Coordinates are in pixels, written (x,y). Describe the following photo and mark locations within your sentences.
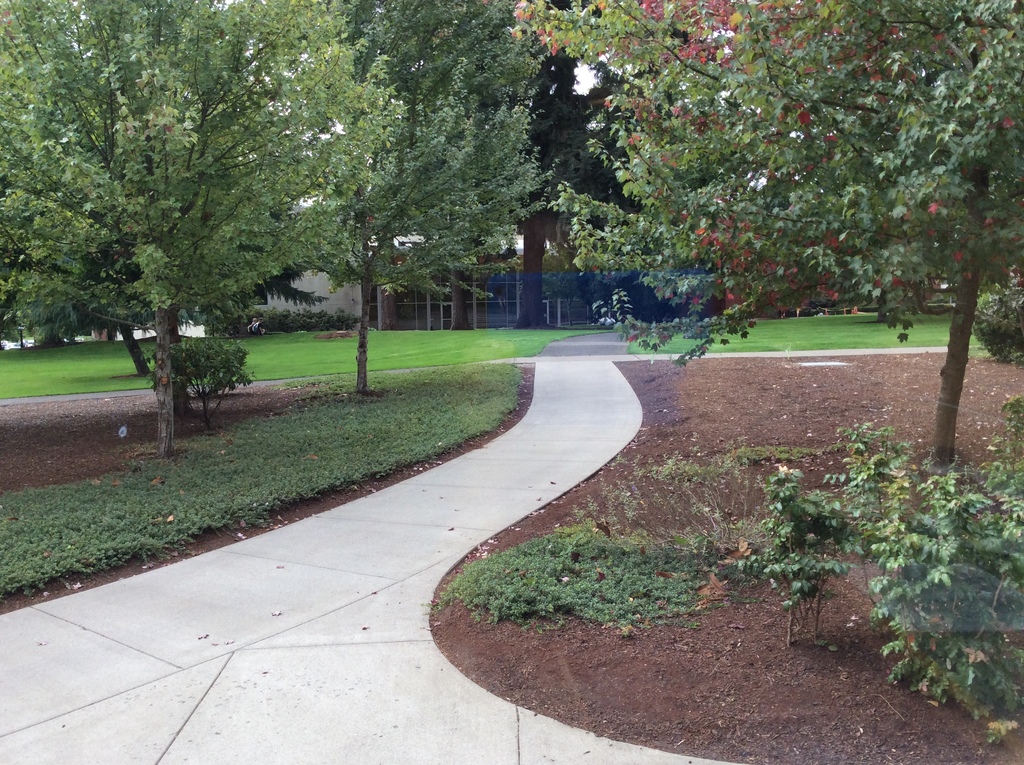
In this image, we can see a road (485,520) where to the right of the road (533,460), the ground (747,471) is covered with soil (928,401) and there is some grass (647,578) and some plants (953,519) and there is also a tree (970,289). To the left of the road (456,526), the ground (317,438) is covered with grass (433,357) and there are some trees (189,261). At the back (432,324) there is a house (582,312) and there is a big tree (539,280) which is in front of the house (515,282).
